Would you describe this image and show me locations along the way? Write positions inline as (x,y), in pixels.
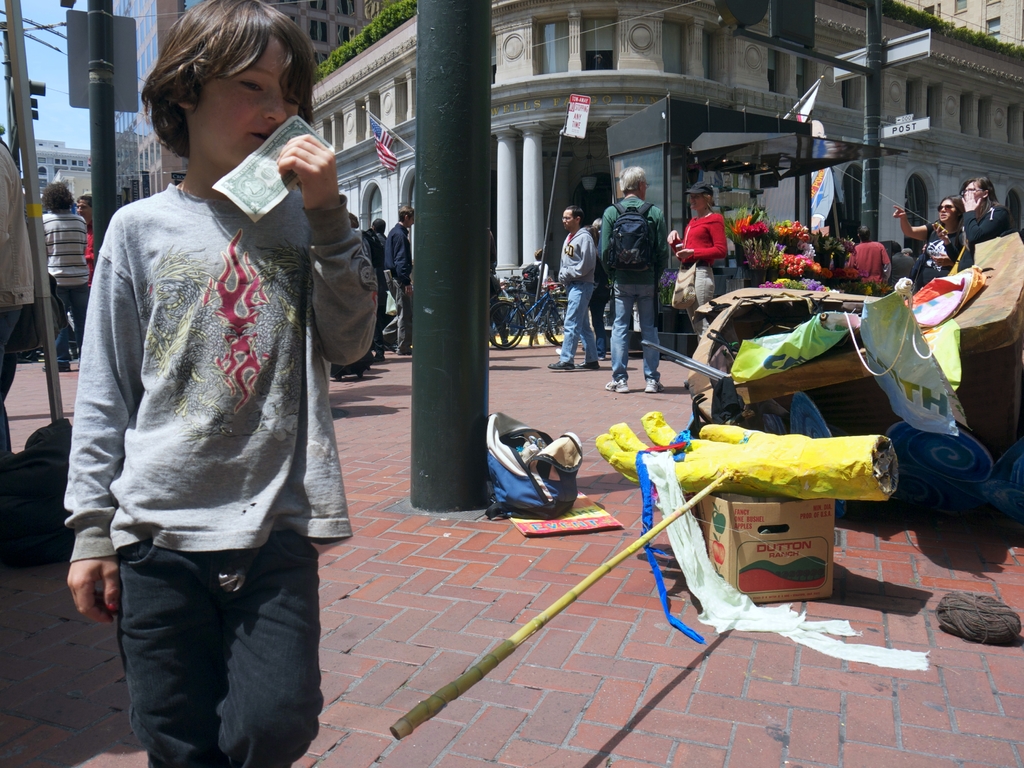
In this image, there are a few buildings (855,89), people (626,271), poles (102,147). We can see a bicycle (525,301) and the ground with some objects (797,451). We can see some boards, a flag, some flowers (811,272) and plants (797,265). We can also see the sky (69,118).
